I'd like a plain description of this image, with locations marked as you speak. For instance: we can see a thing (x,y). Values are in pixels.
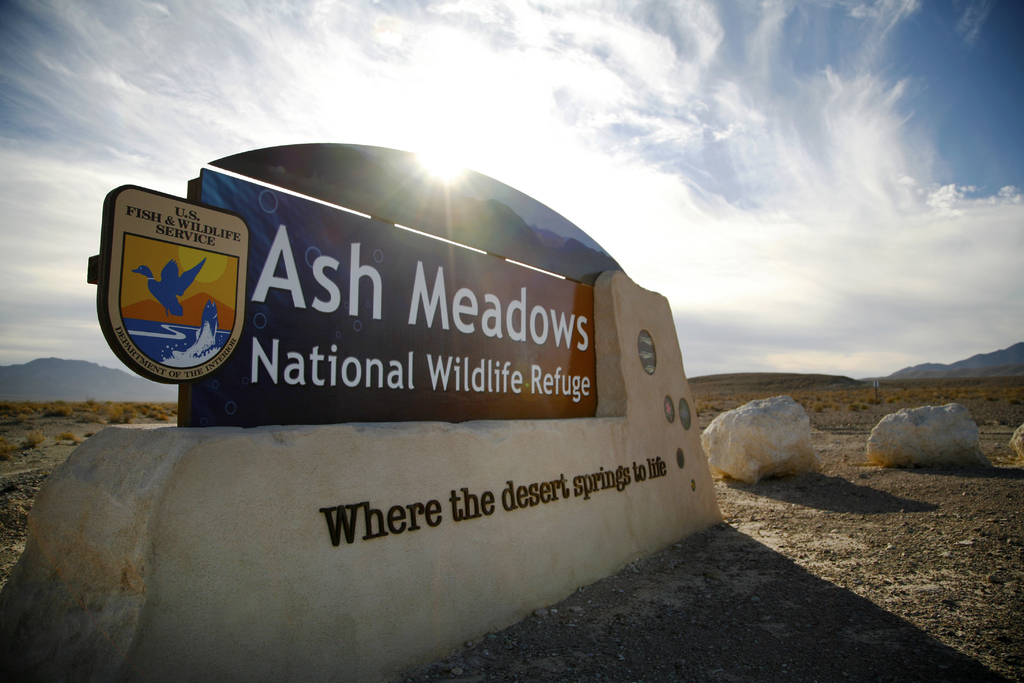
In this image we can see a board (396,343) with some text (288,255) written on it. Behind land (885,403) is there and the sky (899,56) is in blue color with some clouds (761,92) and sun (437,156).
